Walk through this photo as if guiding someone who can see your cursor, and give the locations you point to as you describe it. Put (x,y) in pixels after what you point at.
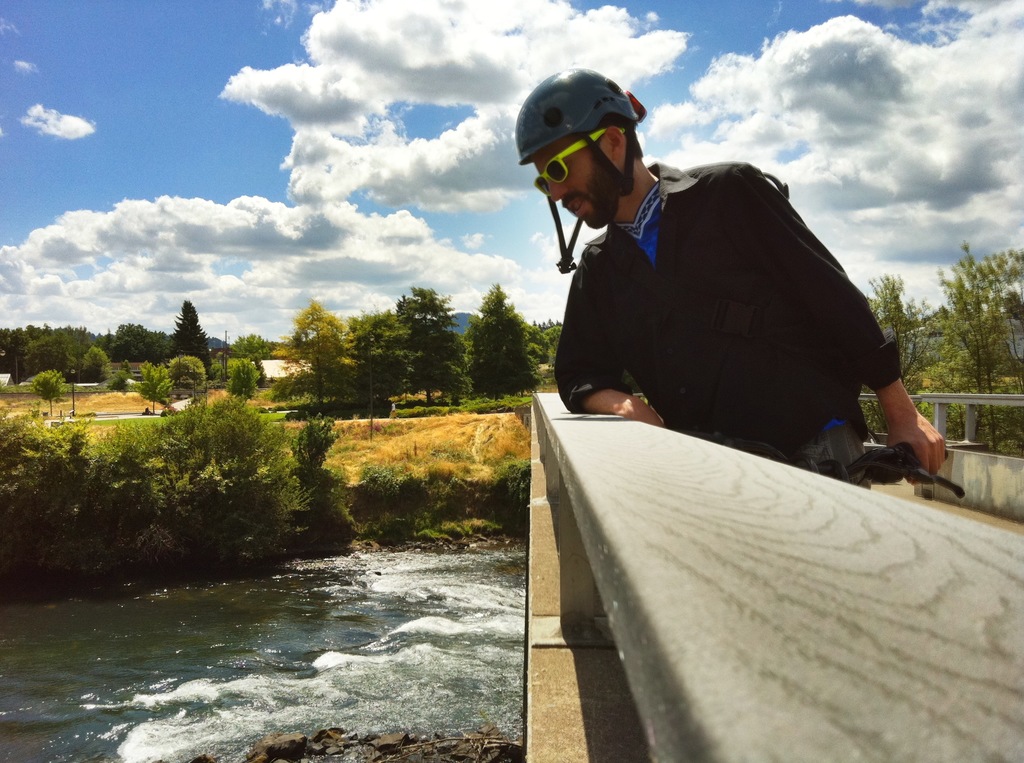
This picture is clicked outside. On the right (755,249) we can see a man (630,242) wearing shirt (710,221), helmet (575,127), holding an object (868,452) and standing. On the left (245,675) we can see a water body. On the right (912,669) we can see a bridge like object (662,538). In the center (468,455) we can see the plants (366,480), grass (433,446), trees (339,384) and some objects (284,367) and the metal rods (980,398). In the background (180,152) we can see the sky (180,152) with the clouds (288,118) and we can see the trees (500,330) and some other objects (269,368).
